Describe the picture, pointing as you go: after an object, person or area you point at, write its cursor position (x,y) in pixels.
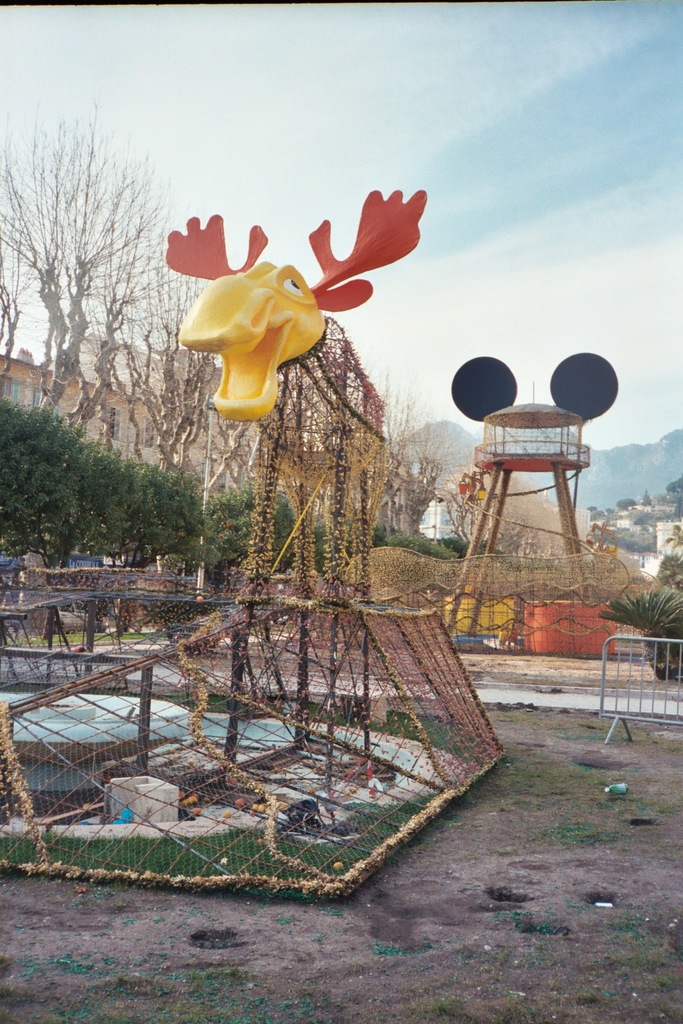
In this image I can see in the middle (395,665) there is the structure (297,446) in the shape of an animal. On the left side (131,333) there are trees (152,477), at the top (511,74) it is the sky (506,70).
